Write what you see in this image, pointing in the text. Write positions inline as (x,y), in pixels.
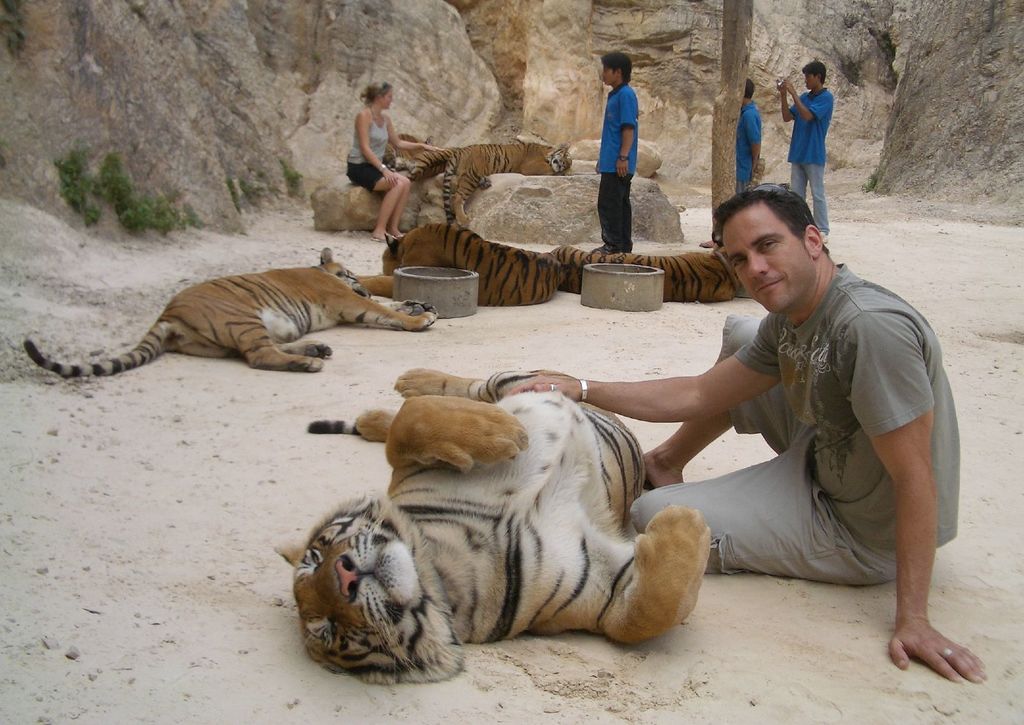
In this image we can see a group of people (822,117) wearing blue dress (618,143) are standing on the floor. Two persons (874,510) are sitting. One person (832,327) wearing grey dress (834,512) is holding a tiger (553,439) with his hand (520,384). In the background (284,335), we can see a group of tigers (420,324) laying on the floor (313,339) and mountains (482,41).
